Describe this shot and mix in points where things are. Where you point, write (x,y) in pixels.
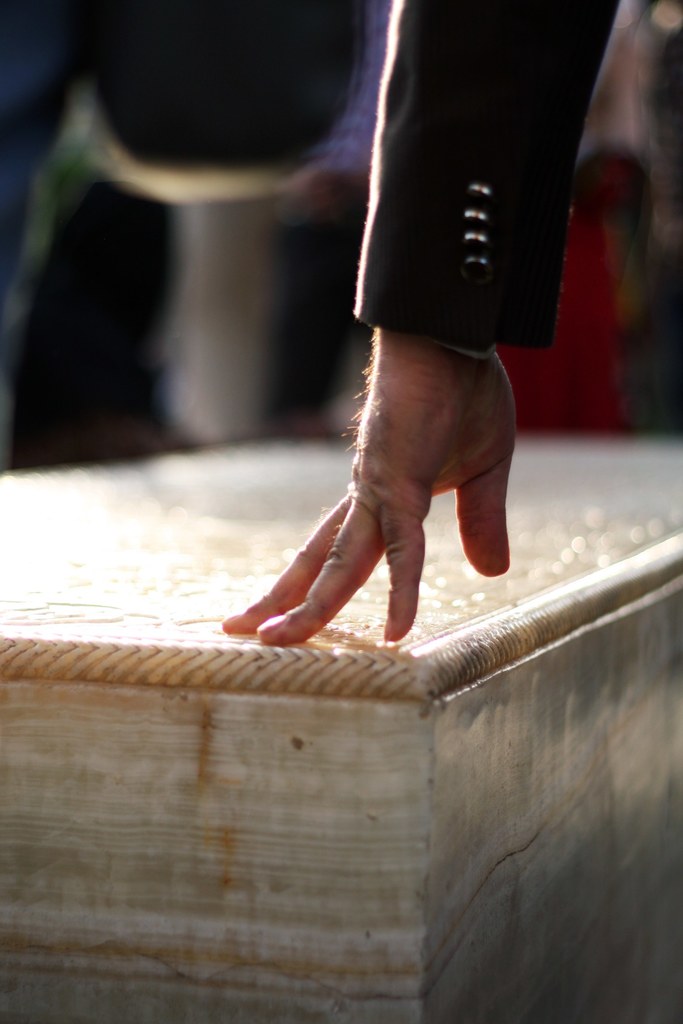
In the front of the image (459,653) I can see a person hand (436,387) is on the wooden object (332,627). In the background of the image (333,280) it is blurry.
